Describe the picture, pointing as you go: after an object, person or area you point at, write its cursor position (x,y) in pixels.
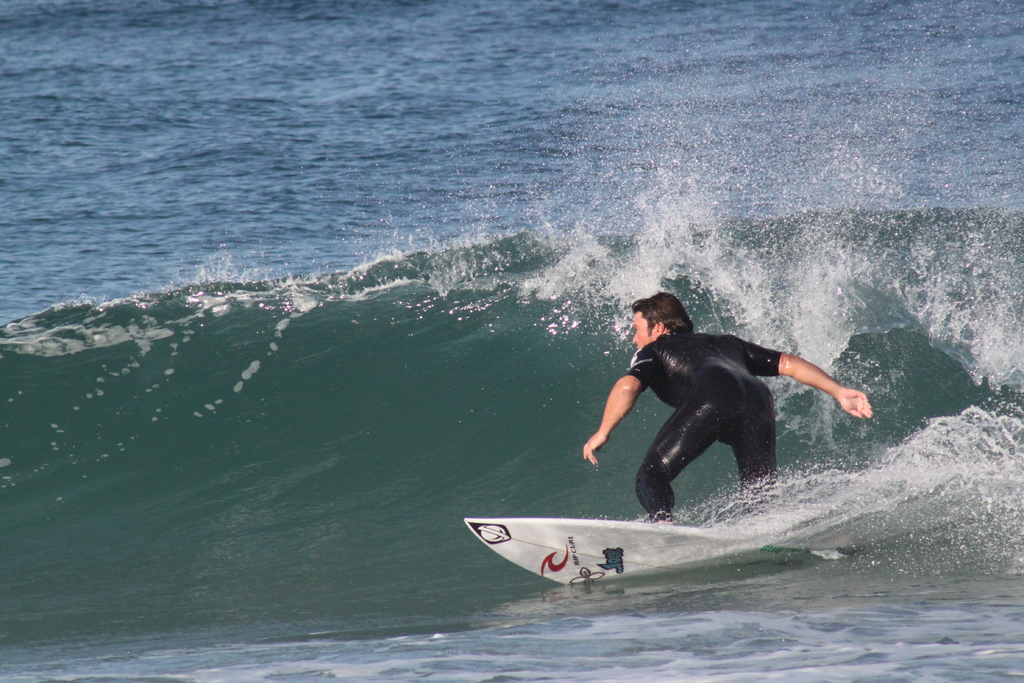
In this picture I can see a person (705,387) is doing surfing. The surfing board (645,535) is white in color. The person (733,417) is wearing black color suit (709,440). I can also see water (233,291).
